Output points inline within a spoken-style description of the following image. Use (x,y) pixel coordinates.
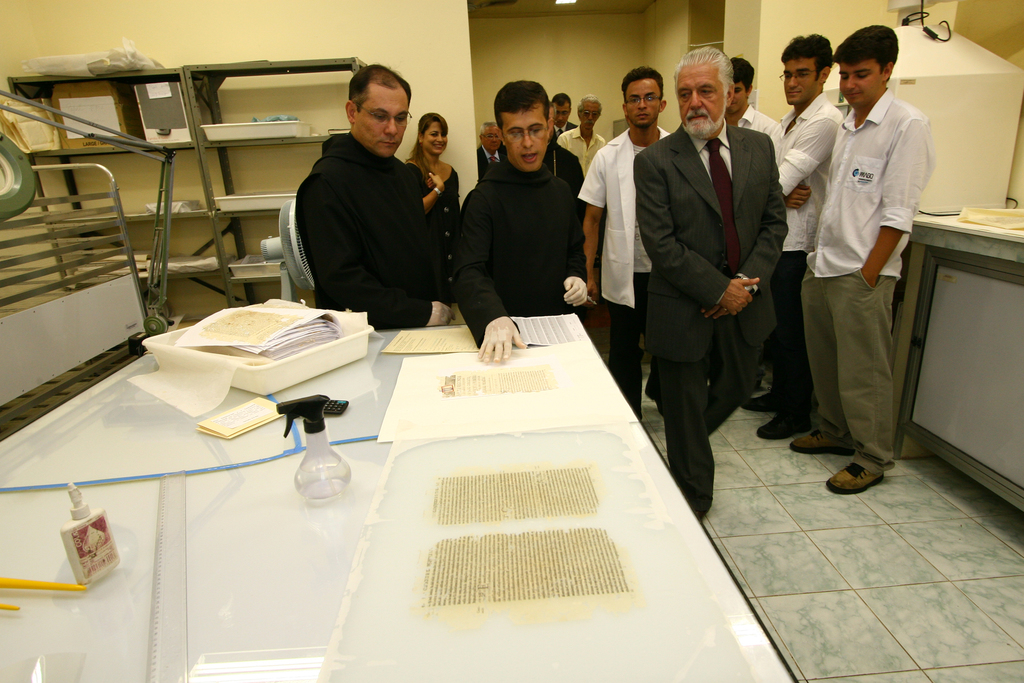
In the image we can see there are people (738,186) standing and some of them are walking. They are wearing clothes (796,415), shoes (796,415) and two of them are wearing gloves (432,321). We can even see there is a table (241,488), on the table (304,553) there are papers (475,532), spray bottle (302,487), scale (172,561) and other things (328,411). Here we can see the rack (202,172) and there are objects (140,117) in the rack (193,111). We can see a fence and light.
